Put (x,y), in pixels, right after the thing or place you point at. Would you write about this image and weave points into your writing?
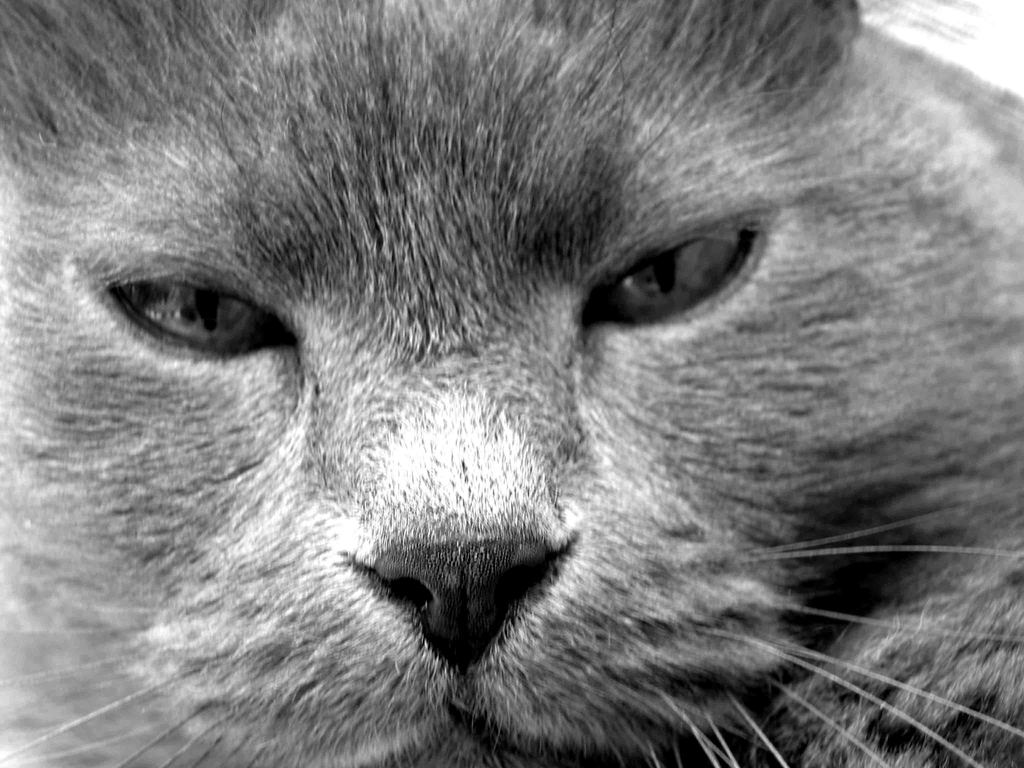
This is a black and white image. In this image we can see an animal (322,423).
